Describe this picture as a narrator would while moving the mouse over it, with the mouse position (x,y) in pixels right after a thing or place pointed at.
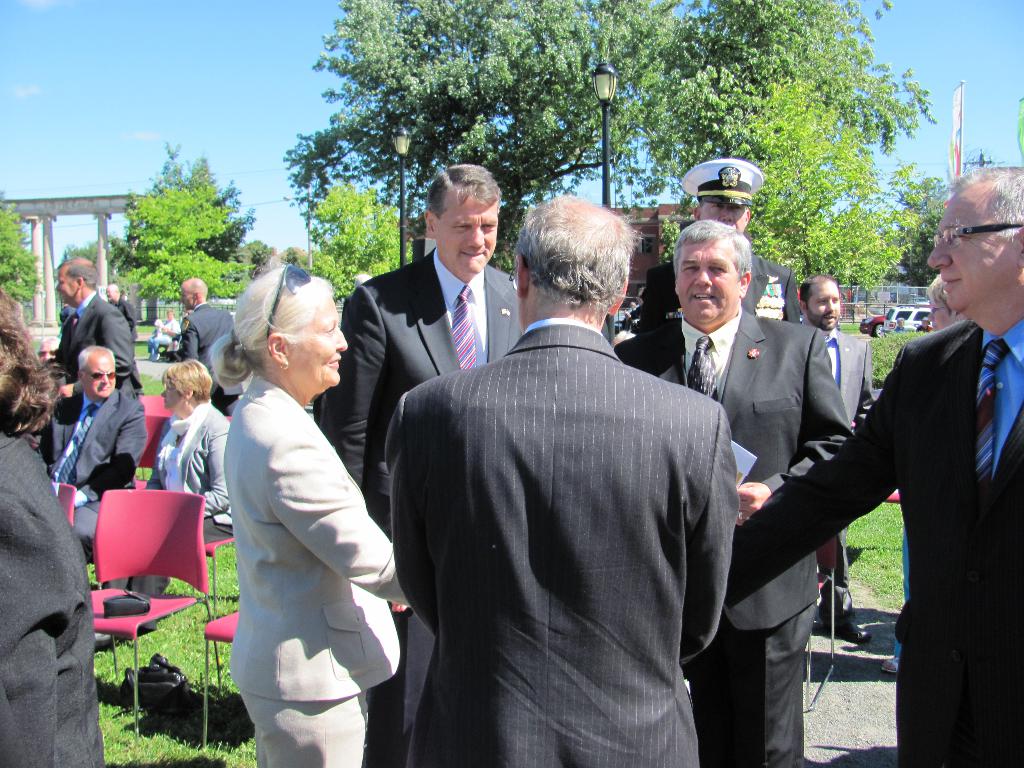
In this picture we can see some people (593,360) are standing, on the left side (199,404) there are two persons (173,449) sitting on chairs (179,516), we can see grass (216,753) at the bottom (191,756), we can see poles (610,172), trees (616,165), vehicles (897,309) and a building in the middle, on the left side (116,208) we can see an arch (29,216), there is the sky (158,43) at the top of the picture (158,43).
